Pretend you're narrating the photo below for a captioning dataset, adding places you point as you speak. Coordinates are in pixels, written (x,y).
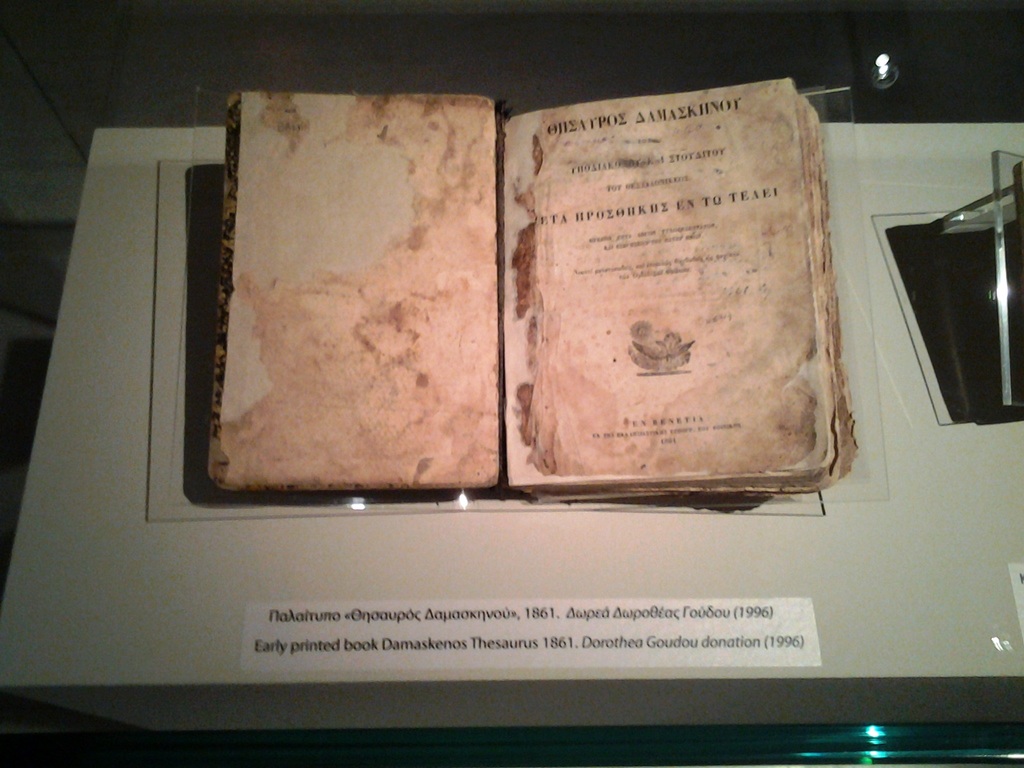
In this image I can see a book (561,261) with some text (671,197) written on it. At the top (884,71) I can see the light (874,71).
